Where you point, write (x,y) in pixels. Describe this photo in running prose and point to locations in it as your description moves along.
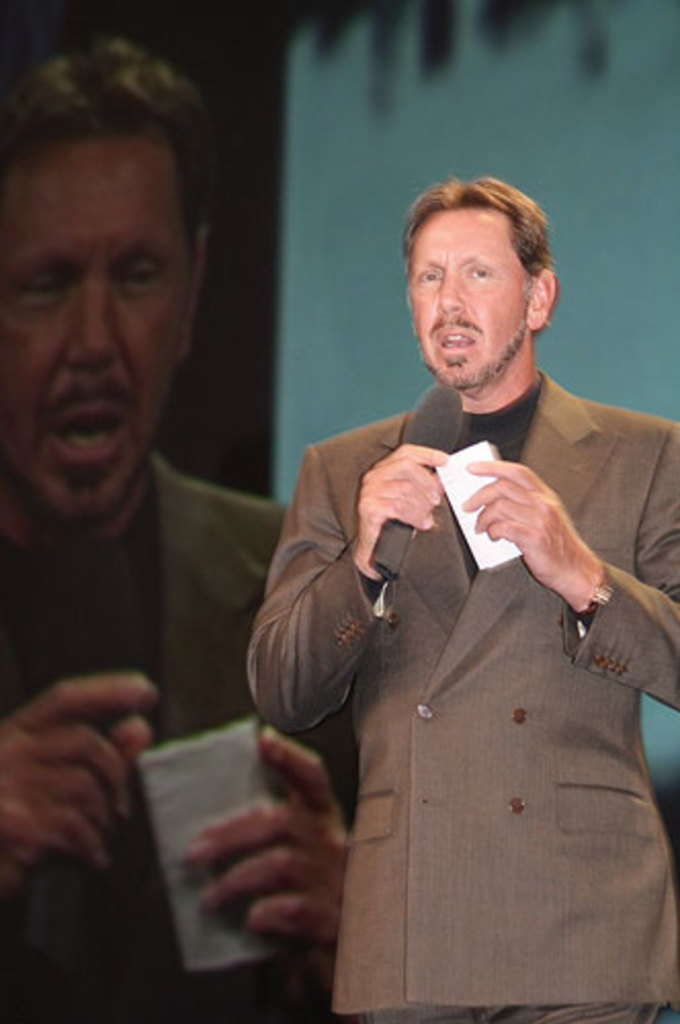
On the right side of the image (472,497) a man (450,580) is standing and holding a mic (455,444) and paper (459,513). In the background of the image (242,375) screen (258,555) is there.
